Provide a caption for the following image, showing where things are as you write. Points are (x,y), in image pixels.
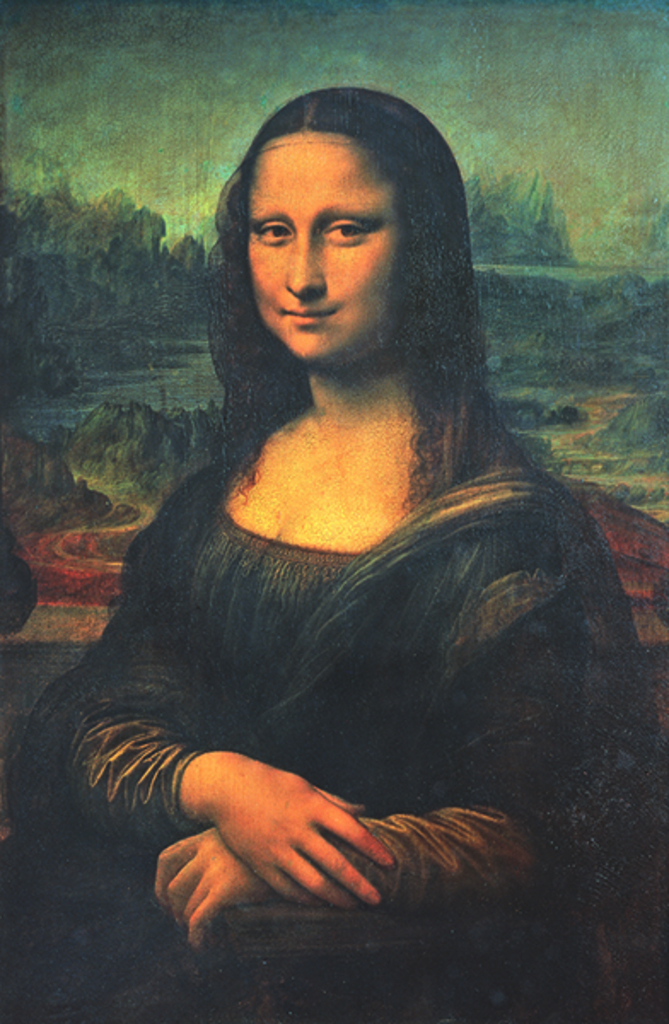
In this image, we can see a photo (47,44), in that photo (353,909) we can see a woman (376,667) sitting.
